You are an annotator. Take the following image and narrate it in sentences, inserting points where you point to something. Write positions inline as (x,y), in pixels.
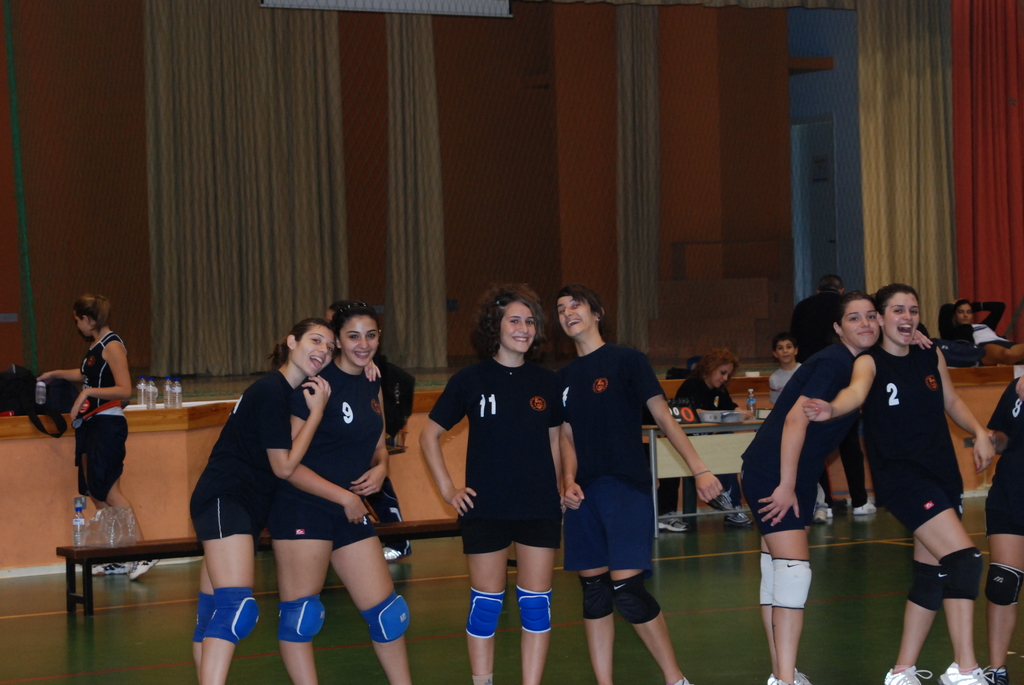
In this image we can see a group of people (596,488) are standing and smiling, they are wearing the black dress (925,377), at the back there are group of people (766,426) sitting in front there is a table (736,459), bottles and some objects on it, there is a curtain (637,102), there is a wall (793,97).
